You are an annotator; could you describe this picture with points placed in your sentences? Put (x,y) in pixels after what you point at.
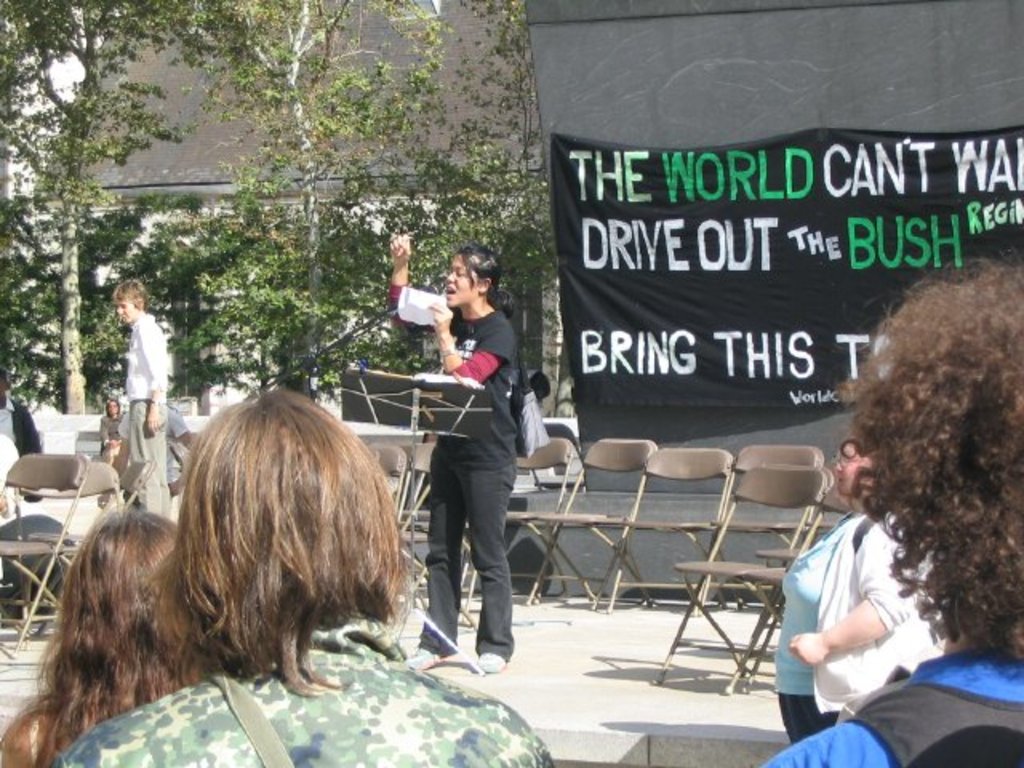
In this image there are people (13,410), chairs (16,508), banner (638,240), trees (101,66), wall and objects (429,431). Among them one person (456,453) is holding a paper (424,321). Something is written on the banner (688,298).
